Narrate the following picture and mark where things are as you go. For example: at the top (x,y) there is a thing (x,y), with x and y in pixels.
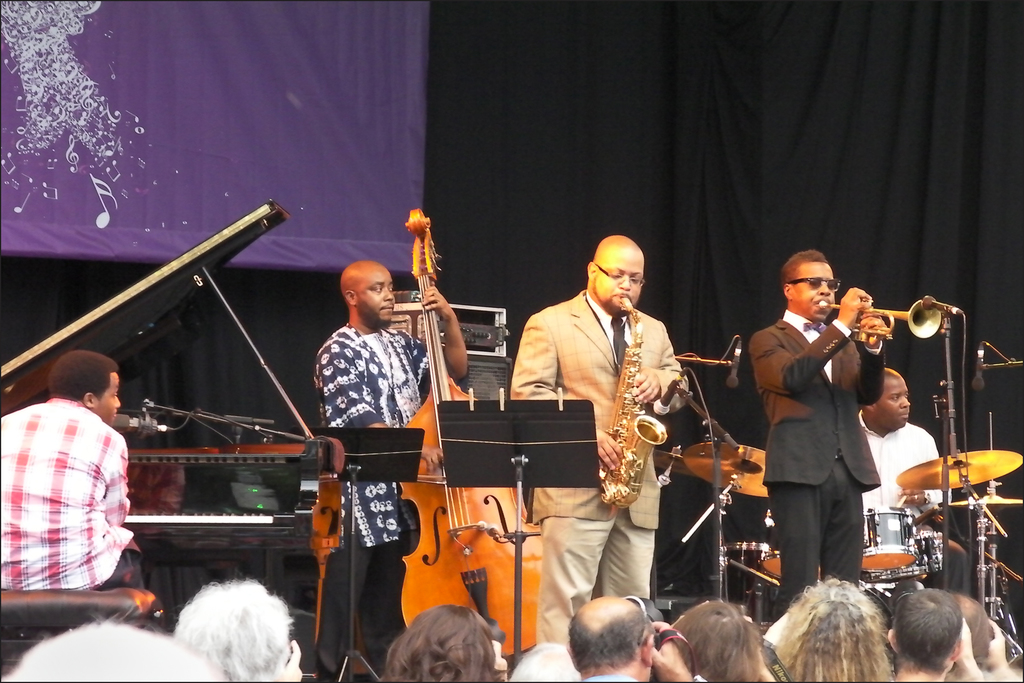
In this picture we can see some persons (877,363) standing on the stage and performing the musical band. In the front (265,658) we can see some audience (612,650) sitting and listening to them. Behind we can see purple and black curtains (333,132).
